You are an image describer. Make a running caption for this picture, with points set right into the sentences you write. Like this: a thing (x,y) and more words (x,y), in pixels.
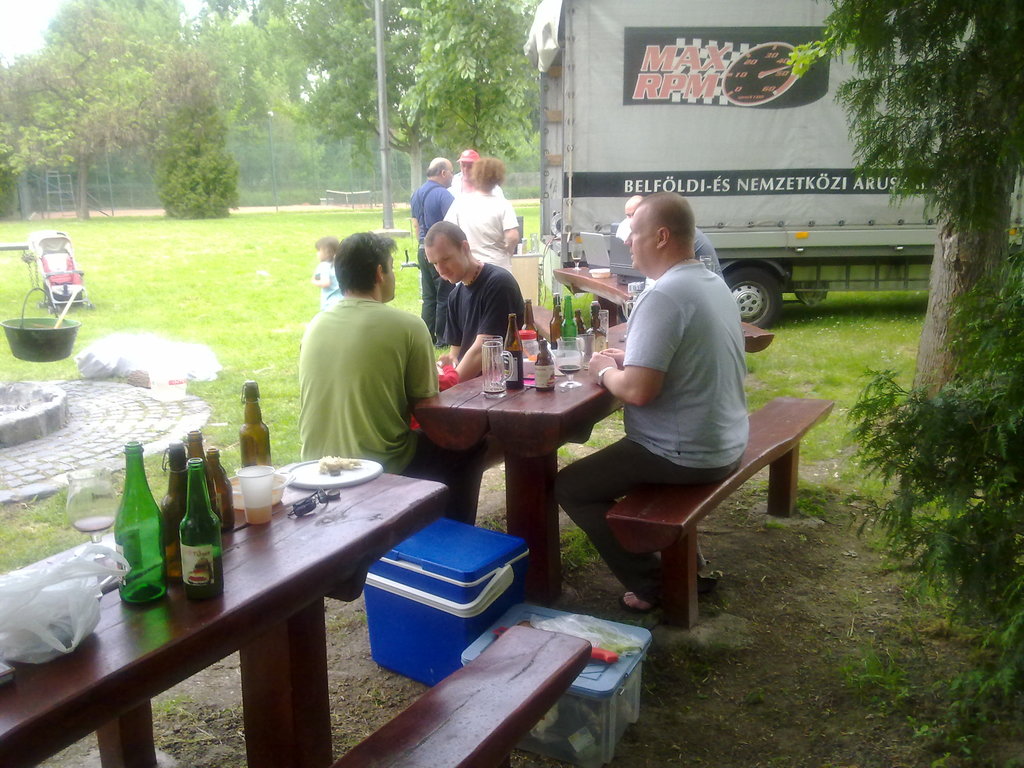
There are tables (533,514) and benches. On the bench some people (647,425) are sitting. On the table (353,518) there are bottles (201,527), plates (294,481), glasses (271,485) and some packets (87,590). On the ground (369,645) there are boxes (446,601). In the back (729,125) there is a vehicle (780,153) with something written on that. Near to that there are some people (474,178) standing. On the left side (51,252) there is a stroller (65,272). Also there is a basket (42,336). In the background (251,96) there are trees (284,78), grass lawn (279,231). On the right side (964,241) there is a tree (983,343). In the back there is a pole (384,118).
